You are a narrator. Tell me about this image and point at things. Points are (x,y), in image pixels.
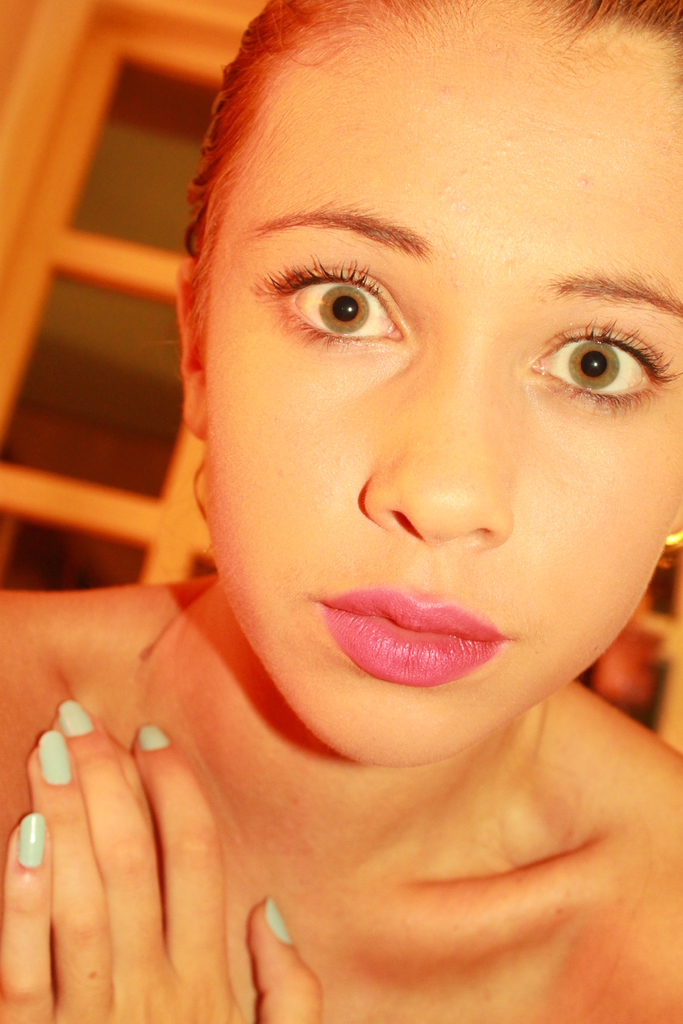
This woman (314,684) is looking forward. Background (8,59) it is blur.
